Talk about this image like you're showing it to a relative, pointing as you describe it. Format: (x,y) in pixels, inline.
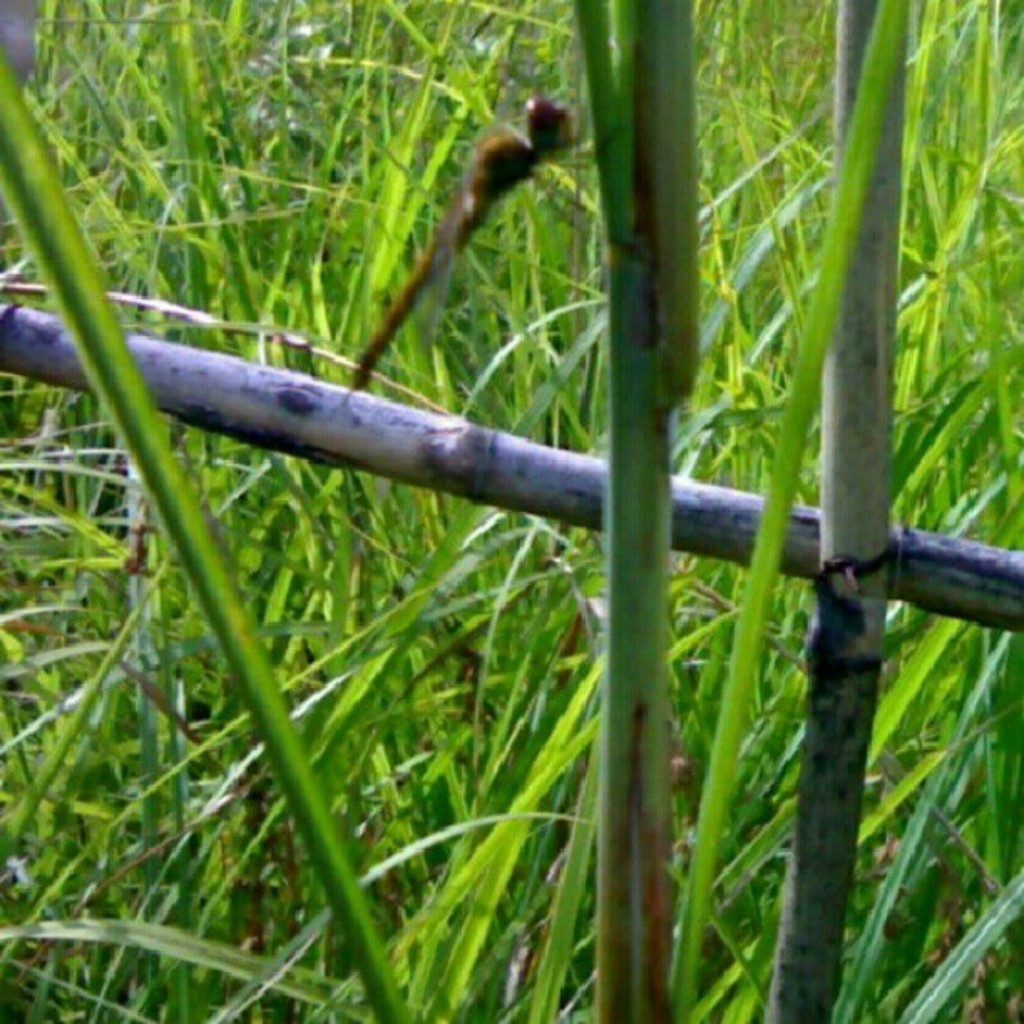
In the center of the image (482,449) we can see the grass (467,653), sticks (852,648) and a few other objects (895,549).
